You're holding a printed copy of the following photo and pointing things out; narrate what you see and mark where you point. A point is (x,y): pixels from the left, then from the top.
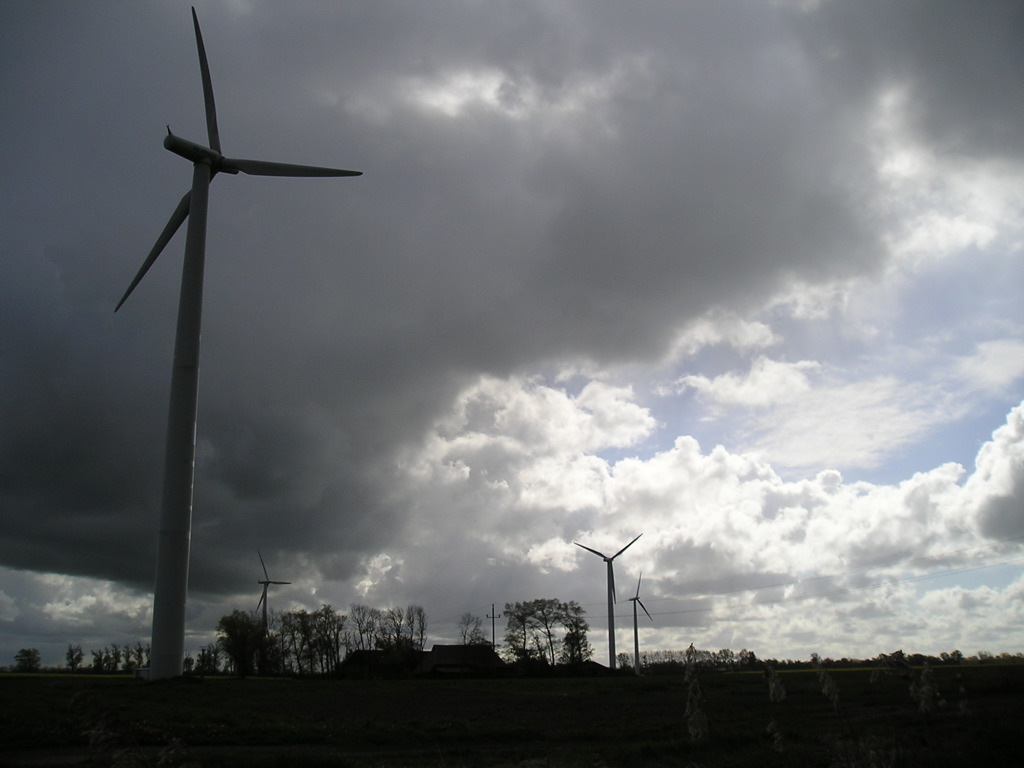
These are the windmills (189,532). I can see the trees (587,647) with branches (276,652) and leaves (236,633). These are the clouds (890,271) in the sky (892,267). I think this is the house (452,668).
